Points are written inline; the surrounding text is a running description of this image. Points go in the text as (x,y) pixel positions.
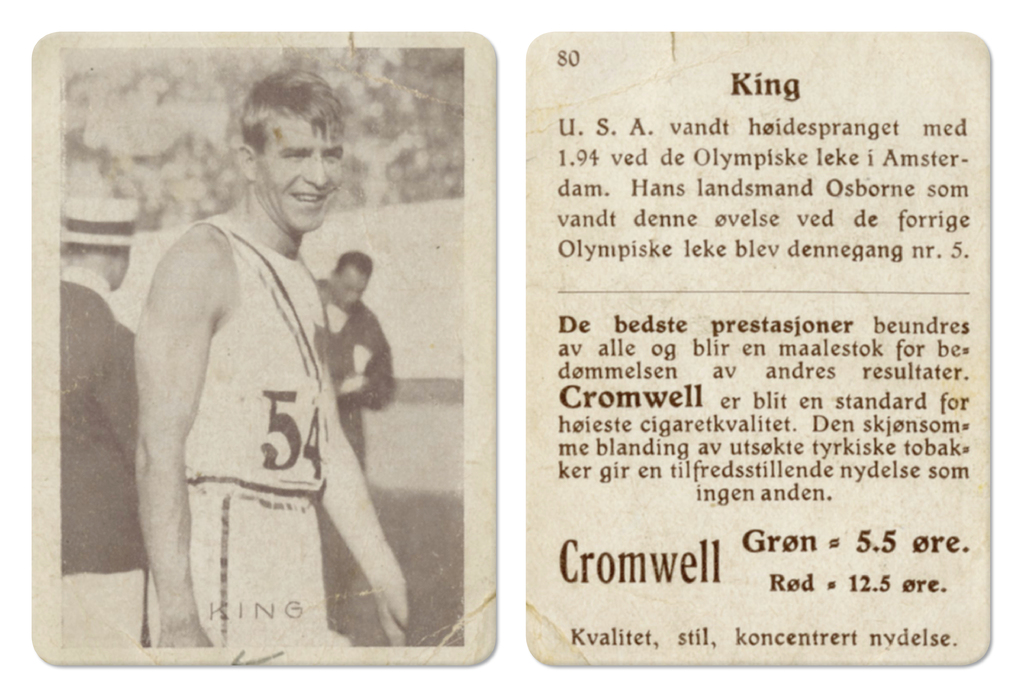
There are two posters (809,161). In the first poster (312,325), there is a person (302,202) smiling and standing. In the background (364,277), there are two persons (105,504). And the background of this image (402,525) is blurred. In the second image (914,502), there are texts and numbers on it.
